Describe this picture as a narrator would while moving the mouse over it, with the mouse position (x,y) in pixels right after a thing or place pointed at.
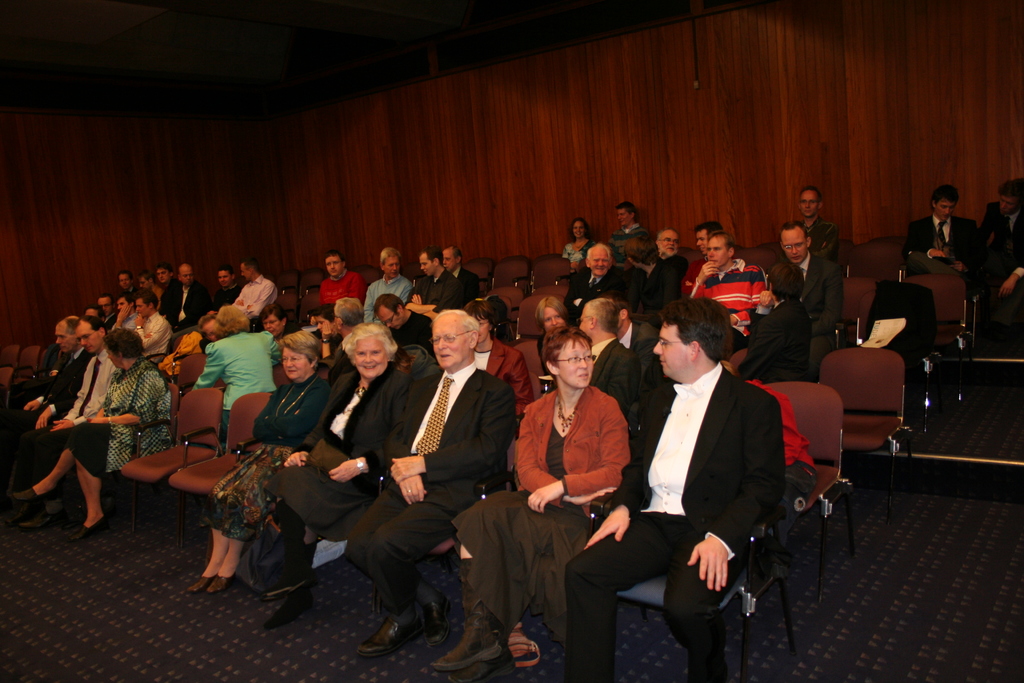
In this image there are people (754,347) sitting on chairs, in the background (404,125) there a wooden wall (559,194).
